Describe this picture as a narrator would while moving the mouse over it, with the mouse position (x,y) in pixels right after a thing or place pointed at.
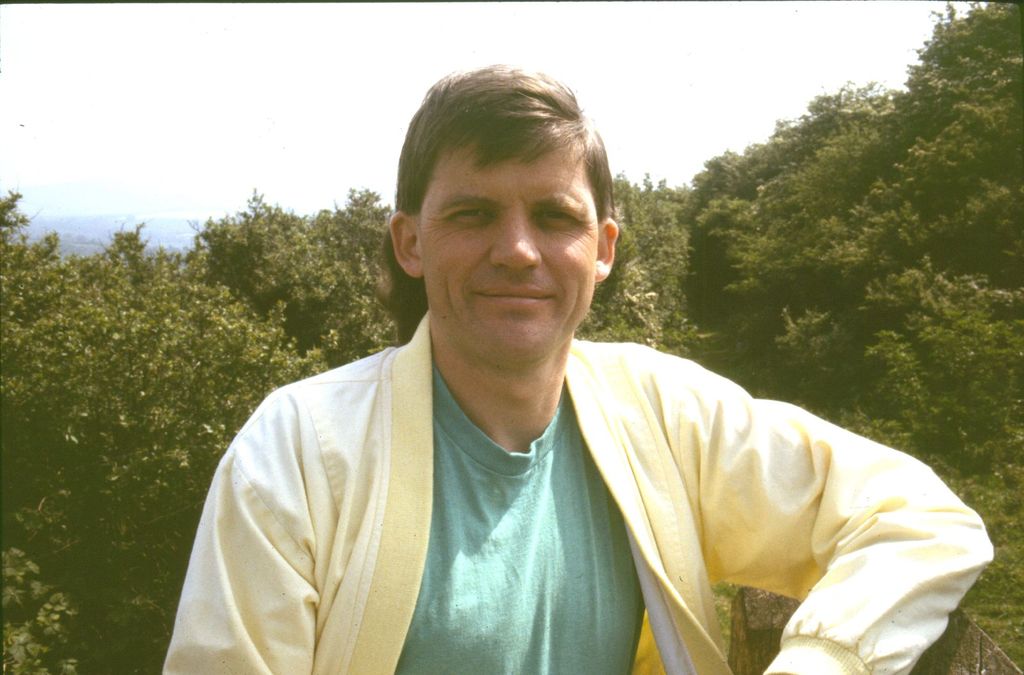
In the picture there is a man (479,534), he is wearing yellow and green shirt (506,501) and he is posing for the photograph and behind the man (476,546) there are plenty of trees (713,295).
